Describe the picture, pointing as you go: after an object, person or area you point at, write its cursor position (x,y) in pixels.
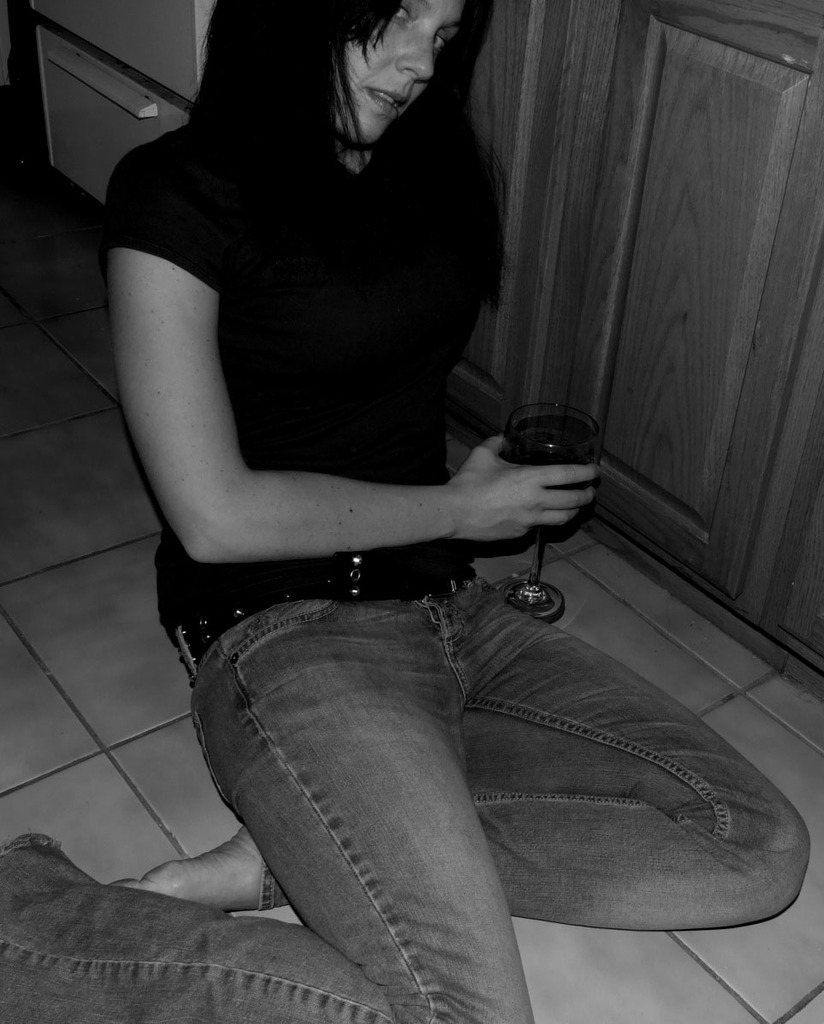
In this image I can see a woman (681,815) is sitting on floor (661,620). I can also see she is holding a glass (568,457).
